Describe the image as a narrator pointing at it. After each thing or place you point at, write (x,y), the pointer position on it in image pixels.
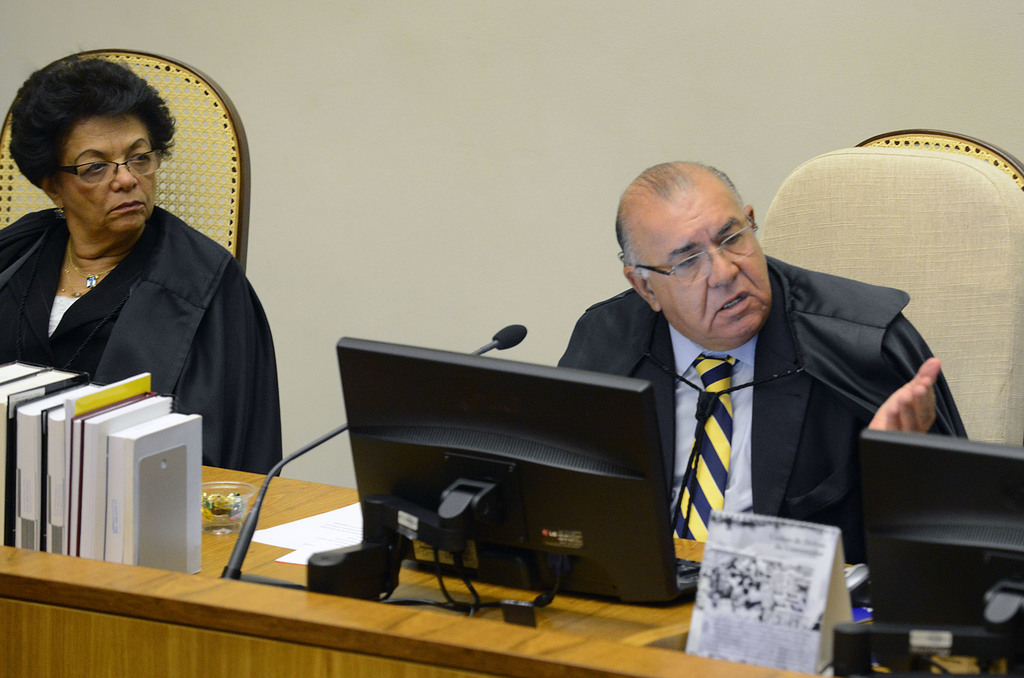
In this image I can see two persons (66,88) are sitting on chairs (229,110). I can see both of them are wearing black colour coat (878,351). Here I can see a table (180,588) and on it I can see few books (40,368), few monitors (550,479), a mic (497,341), few white colour papers (353,536) and few other stuffs (241,501).
